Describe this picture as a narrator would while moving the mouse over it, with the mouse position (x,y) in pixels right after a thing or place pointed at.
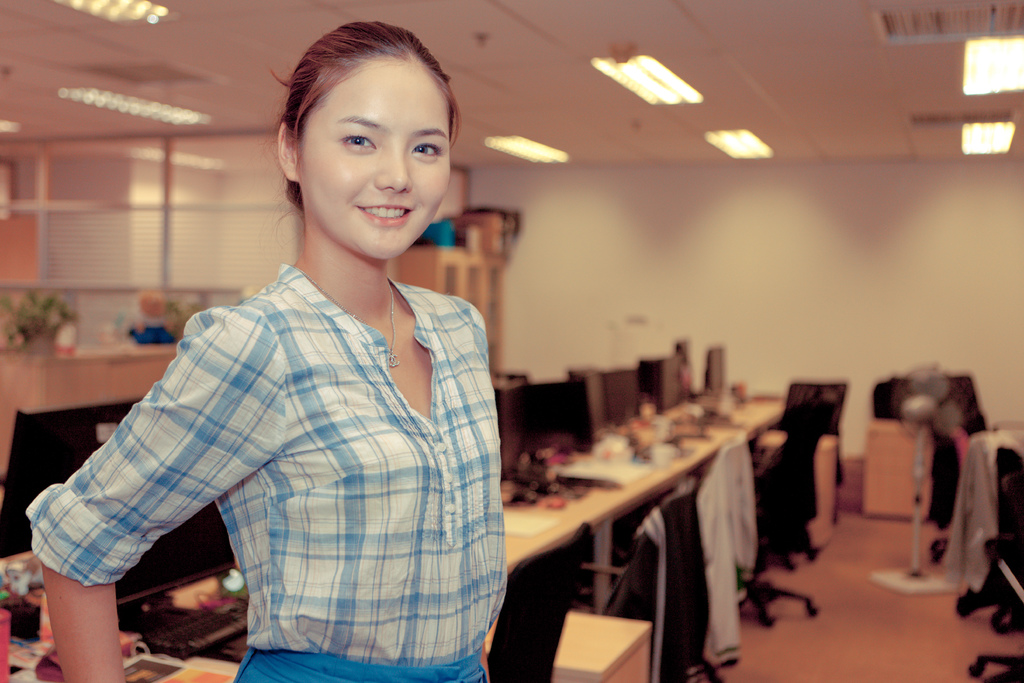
In this picture we can see a woman (386,408), she is smiling, behind to her we can see few monitors (624,376) and other things (619,443) on the table (648,473), and also we can find few chairs (778,451) and lights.
